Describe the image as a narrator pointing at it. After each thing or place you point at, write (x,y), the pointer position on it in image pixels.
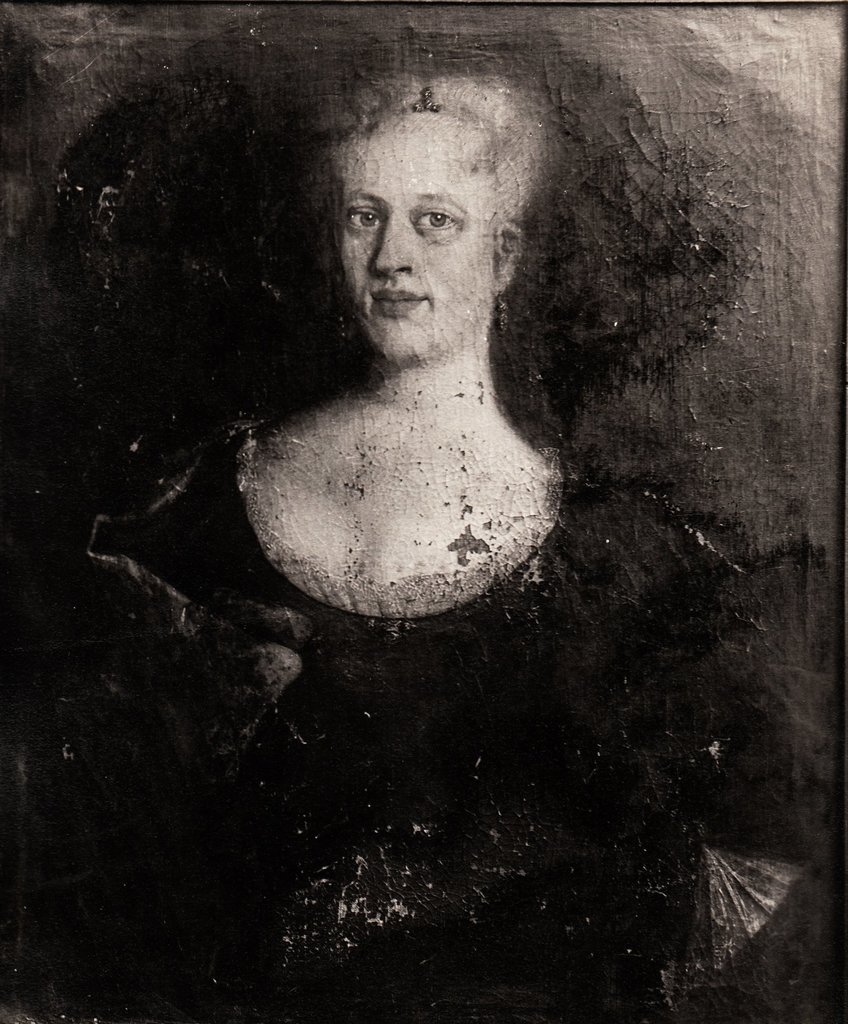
In this picture we can see an art (392,381) of a person (475,223).
